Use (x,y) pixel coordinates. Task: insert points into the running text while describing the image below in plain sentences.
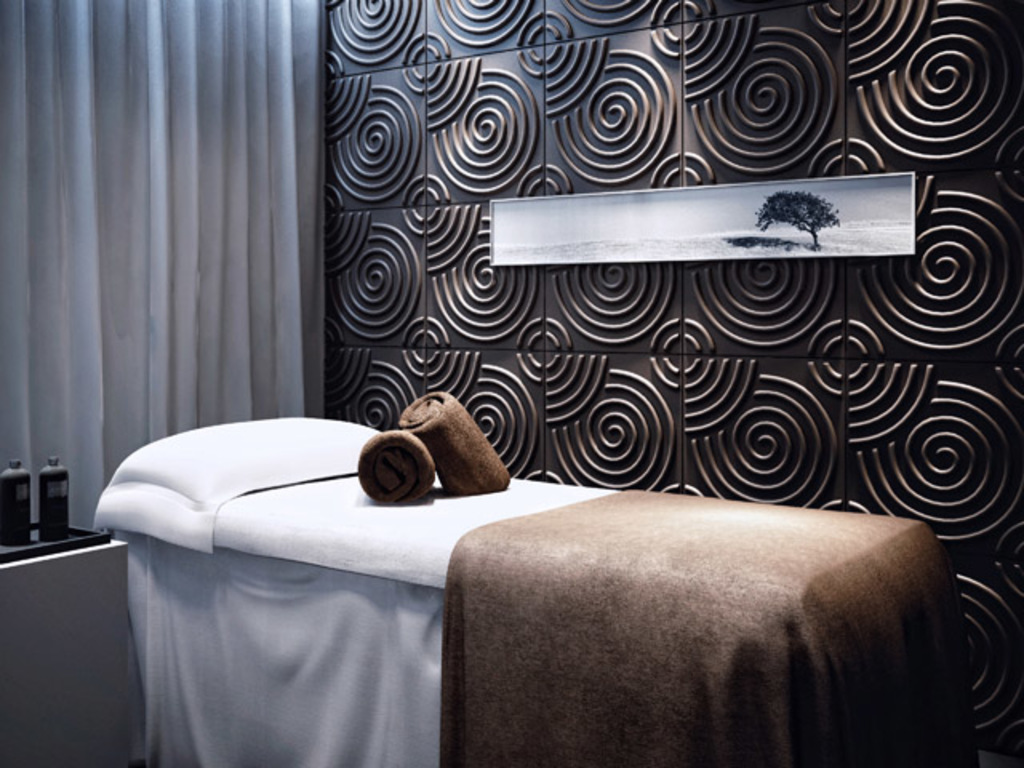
In this image there is a bed (269,710). On top of it there is a blanket (747,512), pillow (239,478) and folded towels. Beside the bed (231,533) there are two bottles (60,474) in the tray (62,540) which is placed on the table (87,667). In the background of the image (288,358) there are curtains (249,227). There is a photo frame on the wall (614,369).
